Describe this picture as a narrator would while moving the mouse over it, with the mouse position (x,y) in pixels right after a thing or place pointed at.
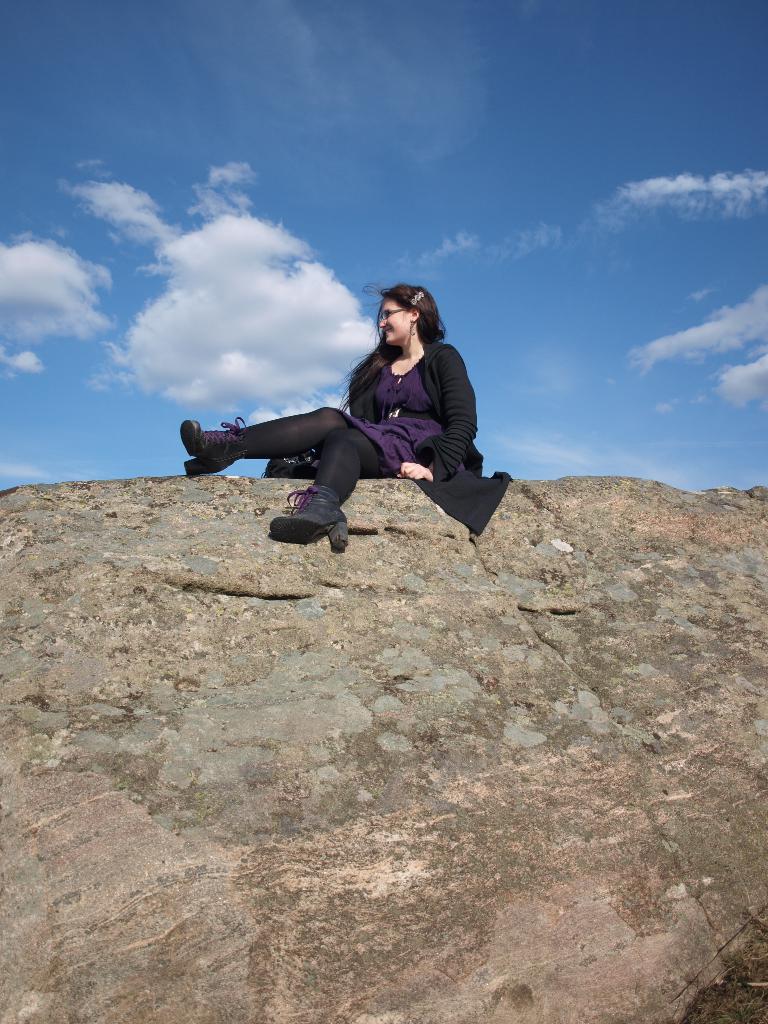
In the image there is a woman (398,461) sitting on a huge rock (75,566), she is wearing black coat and black boots (339,524) and looking towards her left, in the background (612,197) there is a sky (578,176).
